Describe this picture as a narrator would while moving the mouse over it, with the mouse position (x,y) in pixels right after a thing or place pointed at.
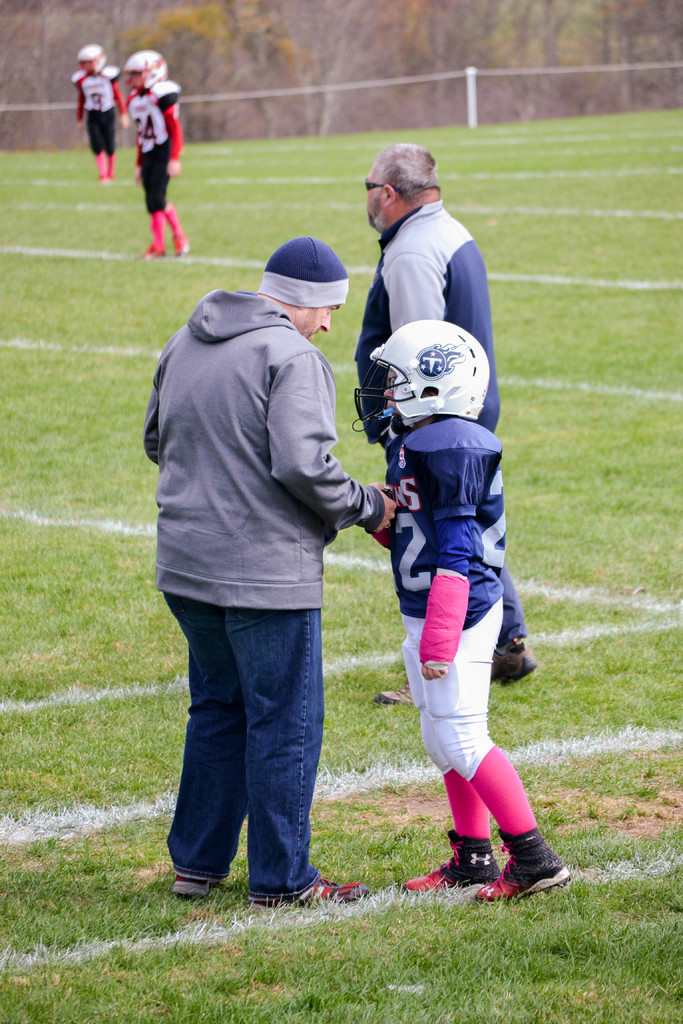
In this image we can see few people (169,384). Some are wearing helmets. One person (295,322) is wearing cap (311,284). On the ground (435,864) there is grass (510,910). In the background (298,50) there are trees (241,33).
